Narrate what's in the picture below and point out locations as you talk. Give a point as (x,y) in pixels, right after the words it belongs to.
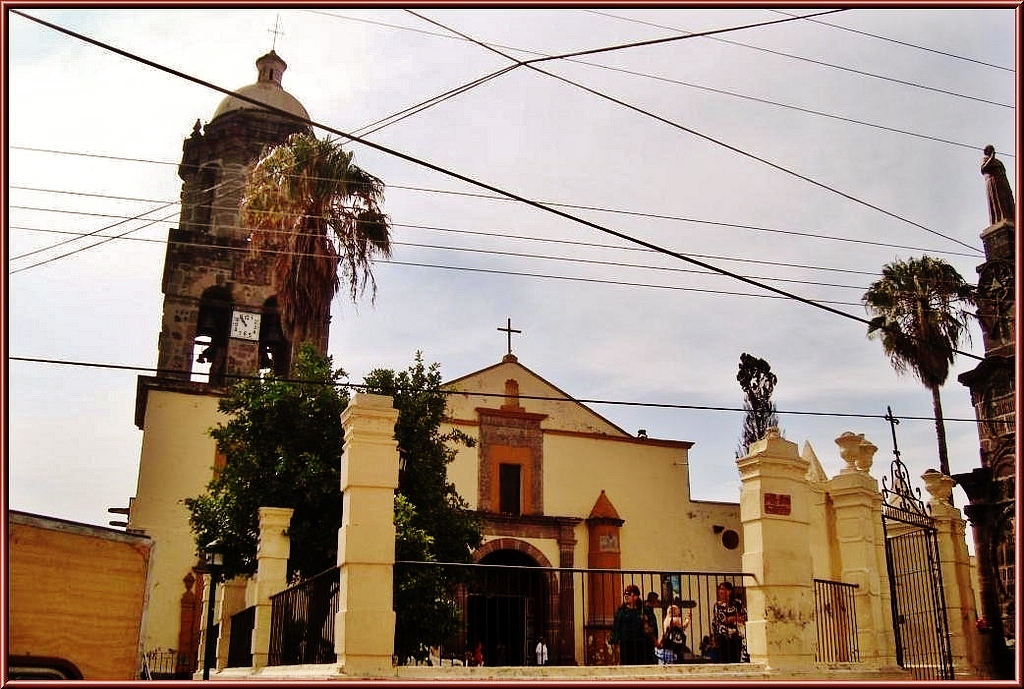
In the center of the image (485,398) there is a church (589,460) and there are people (678,624). We can see a grill (911,621). In the background (263,370) there is a tower (237,365), trees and sky (603,151). At the top (576,217) there are wires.
